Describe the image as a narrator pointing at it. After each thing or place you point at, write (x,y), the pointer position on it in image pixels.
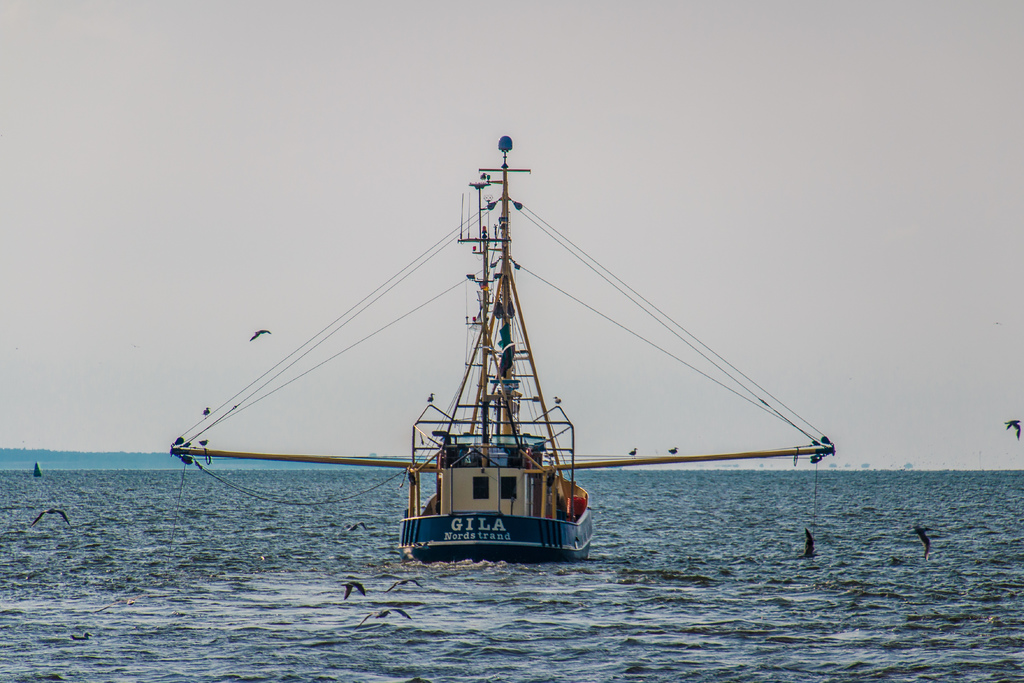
In this image in the center (457,446) there is one ship (539,517), and in the ship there are some ropes (198,466) and poles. And at the bottom (813,484) there is a river (984,561) and also we could see some birds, at the top (970,147) there is sky (91,349).
